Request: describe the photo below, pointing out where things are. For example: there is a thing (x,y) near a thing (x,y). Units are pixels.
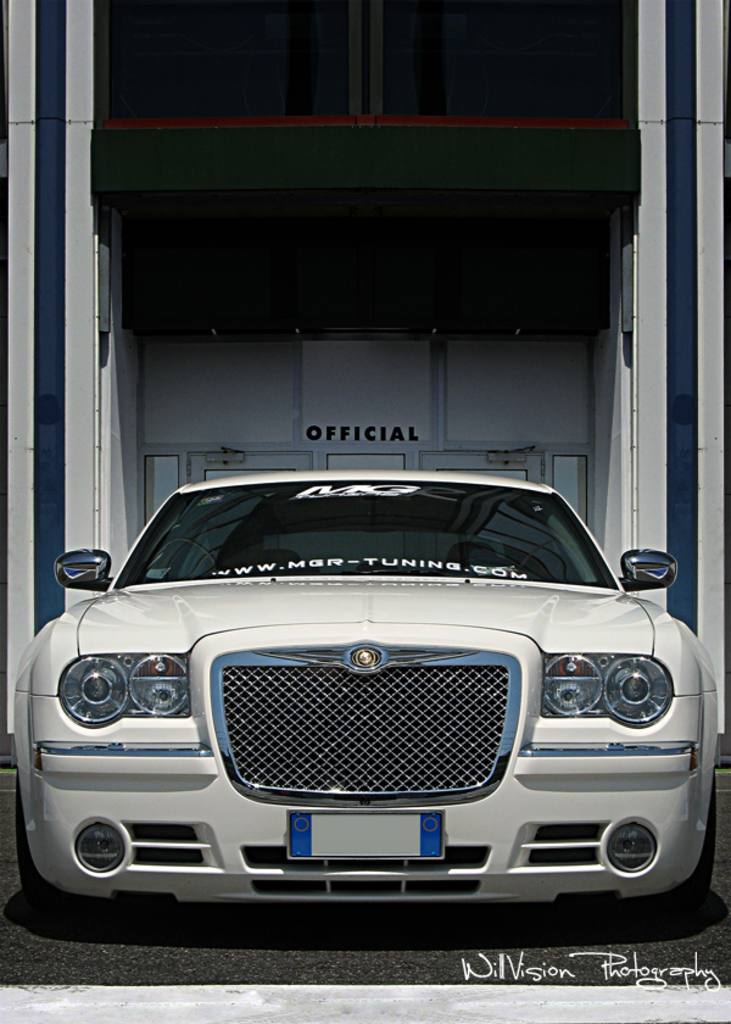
This image consists of a car (485,716) which is in white color. Behind that there is "Official" written on the wall (468,447). This car (377,684) has headlights (100,655), mirrors (81,565), number plate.
